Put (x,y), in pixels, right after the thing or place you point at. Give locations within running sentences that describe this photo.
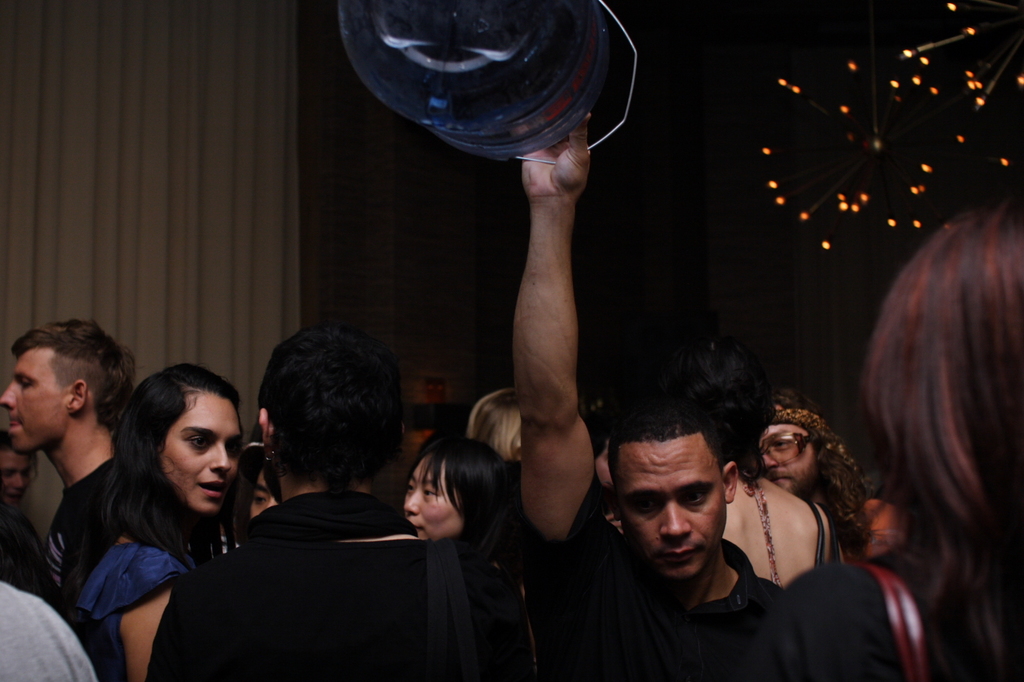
Here we can see group of people (747,456) and he is holding a water can (533,4) with his hand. In the background (104,306) we can see a curtain (103,186) and lights (874,88).
